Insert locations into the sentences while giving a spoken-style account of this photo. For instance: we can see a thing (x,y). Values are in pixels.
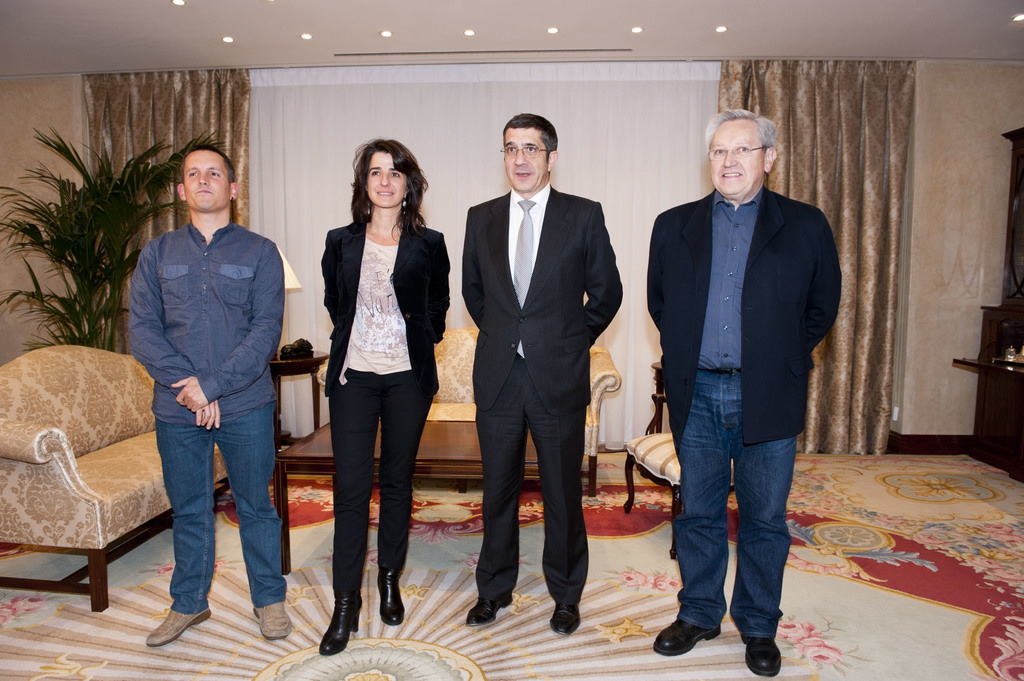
This is image is clicked inside a room (598,494), In this image there are four people (683,358) standing on that on the right (730,397) there is a man (715,397) he wear suit (754,311) t shirt (720,268), trouser (727,466) and shoes (683,638). In the middle (359,361) there is a woman (371,302) she is smiling her hair (408,202) is short. In the back ground (552,81) there are two sofas (472,389), plant (125,231), curtain (312,240), chair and light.
